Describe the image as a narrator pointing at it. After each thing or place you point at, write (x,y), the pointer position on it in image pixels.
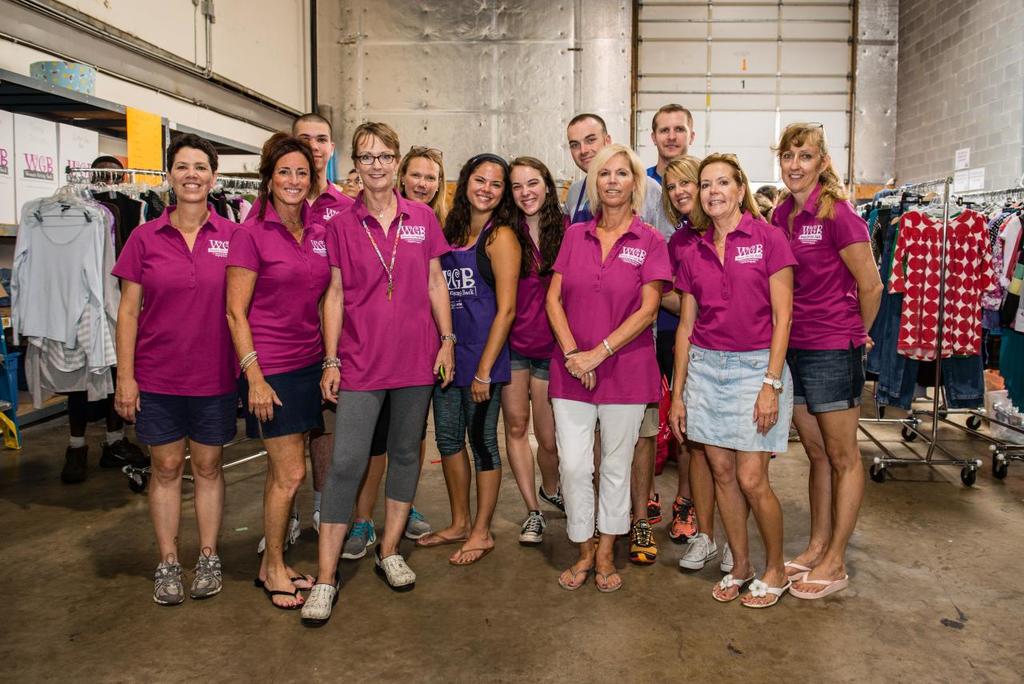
In this image there is a group of people (573,335) standing with a smile on their face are posing for the camera, besides them there are clothes (92,279) on the hangers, behind the hanger (114,189) there is a person (105,186) standing, in the background of the image (879,58) there is a wall (836,150).
